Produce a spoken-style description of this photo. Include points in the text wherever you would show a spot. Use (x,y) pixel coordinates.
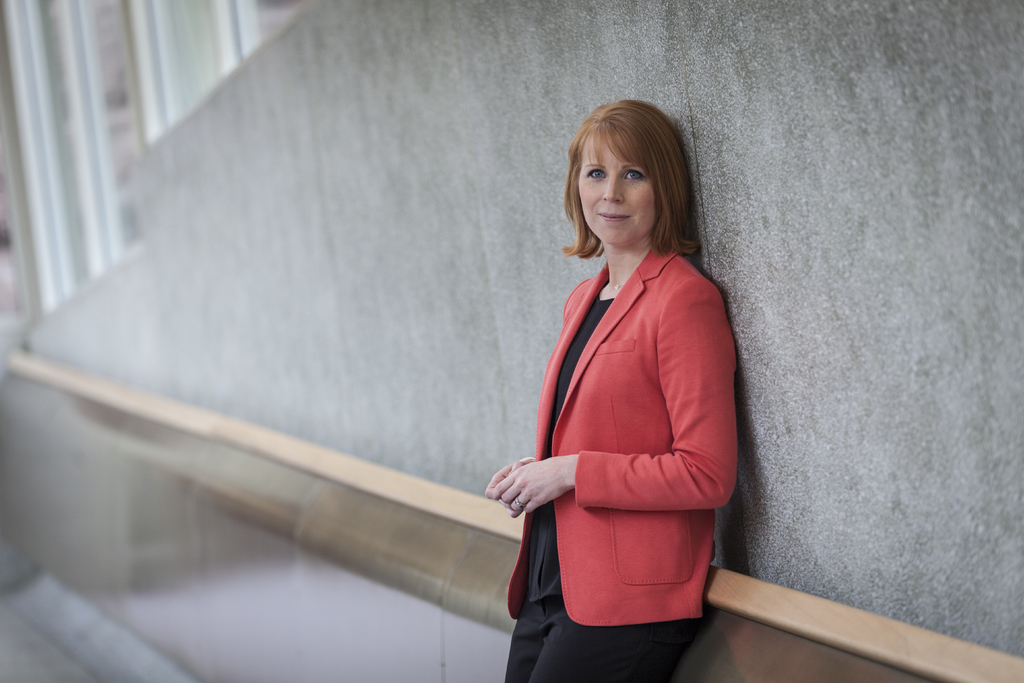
In this image we can see a woman (585,348) standing. In the background (471,94) we can see the wall (717,190).
